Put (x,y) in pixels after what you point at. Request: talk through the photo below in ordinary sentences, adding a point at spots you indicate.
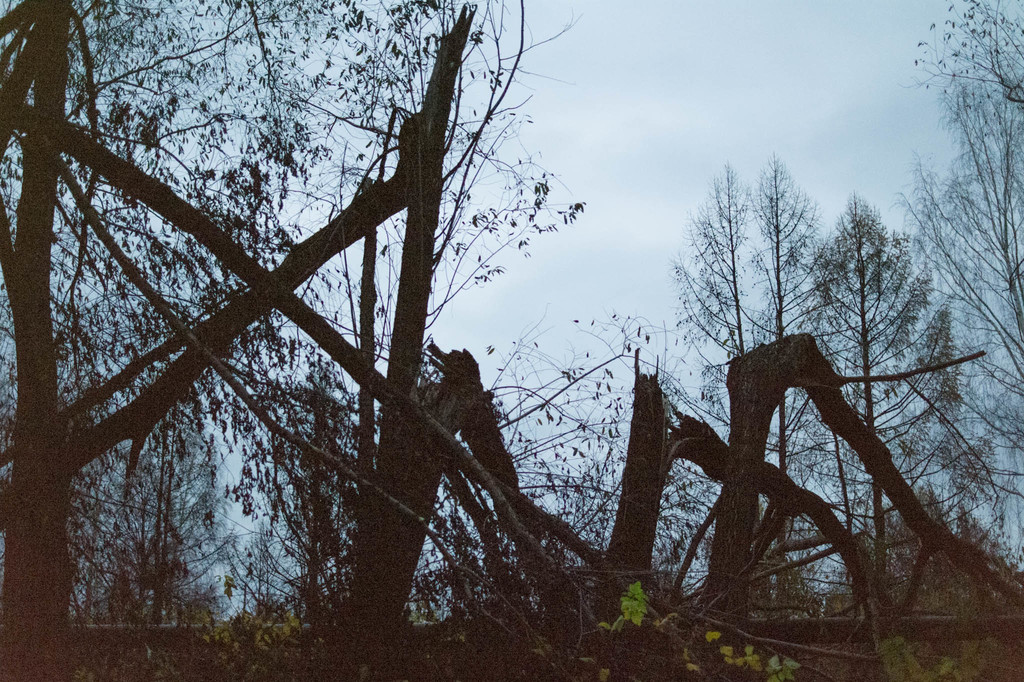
In the foreground of the picture (83,445) there are trees (702,593), the trees (742,443) are broken. Sky (672,54) is cloudy.
